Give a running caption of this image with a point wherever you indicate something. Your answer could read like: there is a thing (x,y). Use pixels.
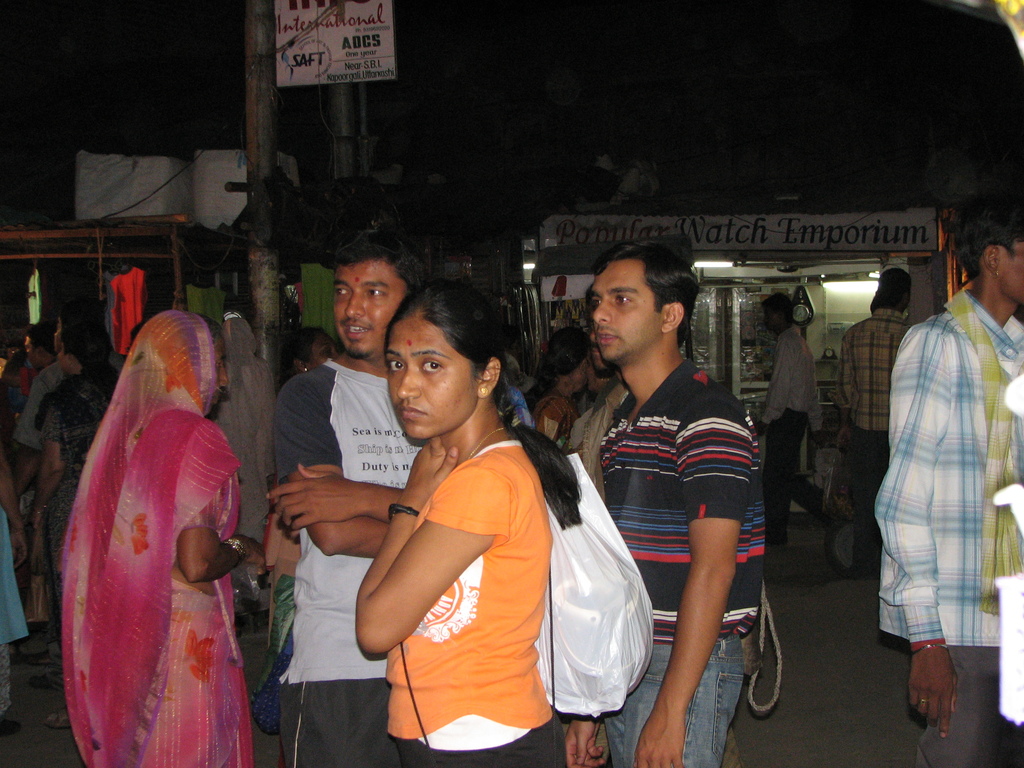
This image consists of some people (568,431) in the middle (426,497). One of them (491,667) is holding a cover (603,587). There are shops (323,297) in the middle (572,297). There is a pole (266,70) in the middle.
